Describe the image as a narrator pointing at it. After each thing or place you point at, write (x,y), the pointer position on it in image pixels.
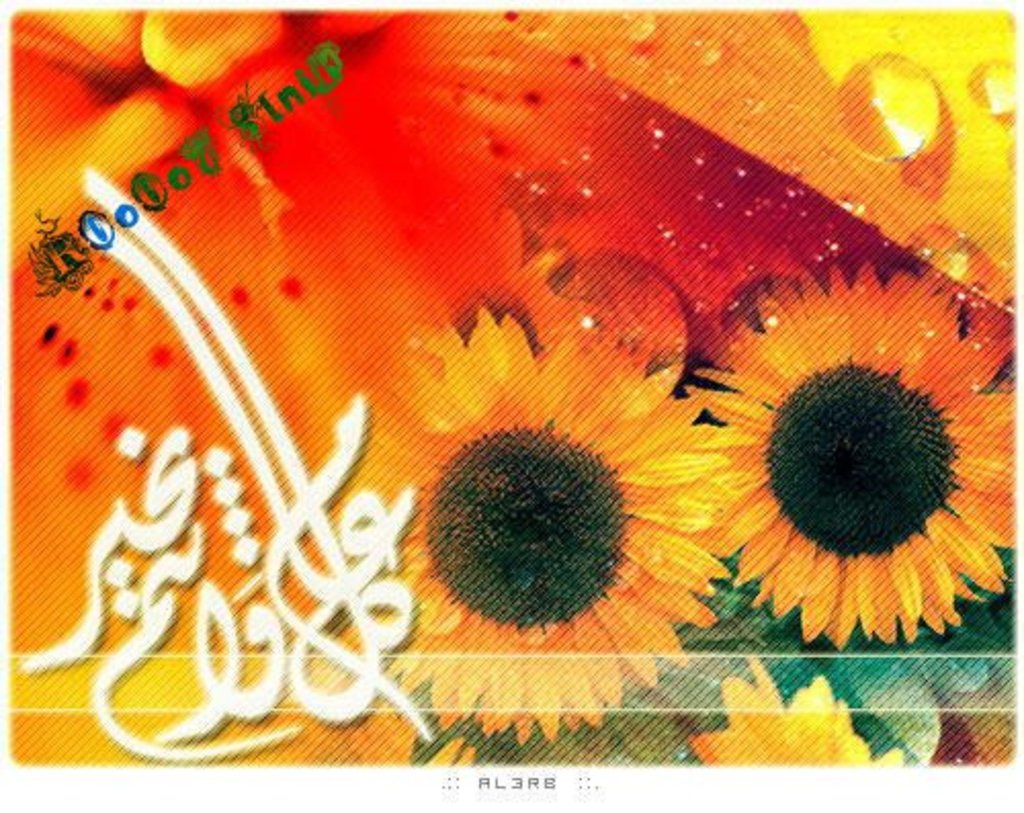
In this image I can see few flowers (652,546) which are orange and black in color, few water drops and something is written on the picture.
